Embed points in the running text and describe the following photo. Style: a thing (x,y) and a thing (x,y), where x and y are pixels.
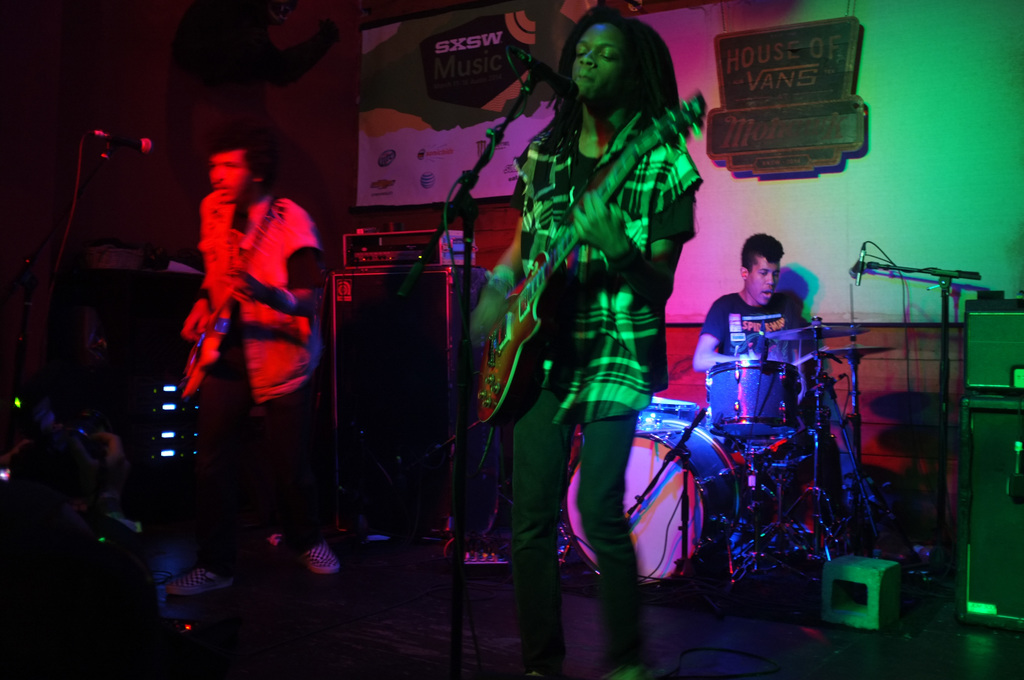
There is girl (552,193) and a boy (304,314) holding guitars (511,349) in their hands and standing in front of the mics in the foreground area of the image (511,300), there is a boy (775,307) sitting in front of a drum set (775,365) and a mic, it seems like posters (425,76) and other objects (370,240) in the background (974,340).
